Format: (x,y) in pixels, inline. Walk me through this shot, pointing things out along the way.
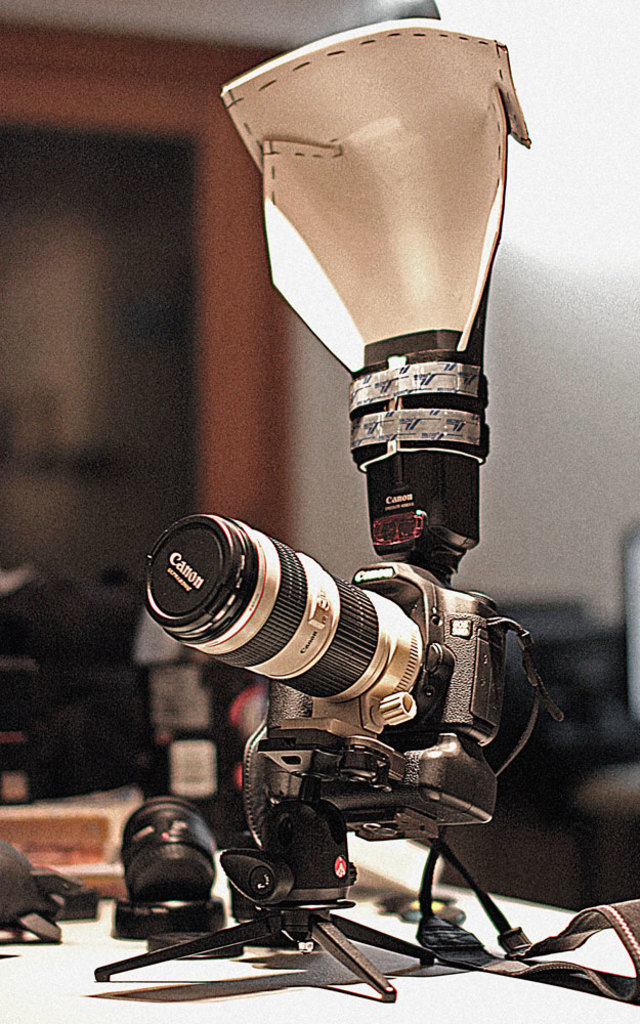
The picture consists of a camera (330,624) on a tripod stand (315,907). In the foreground (278,1006) there is a table (169,1009), on the table (415,1020) there are lenses (148,860) and other objects of camera (7,865). The background (569,581) is blurred. In the background (103,725) there are boxes (193,707), window (122,198) and wall (575,300).
